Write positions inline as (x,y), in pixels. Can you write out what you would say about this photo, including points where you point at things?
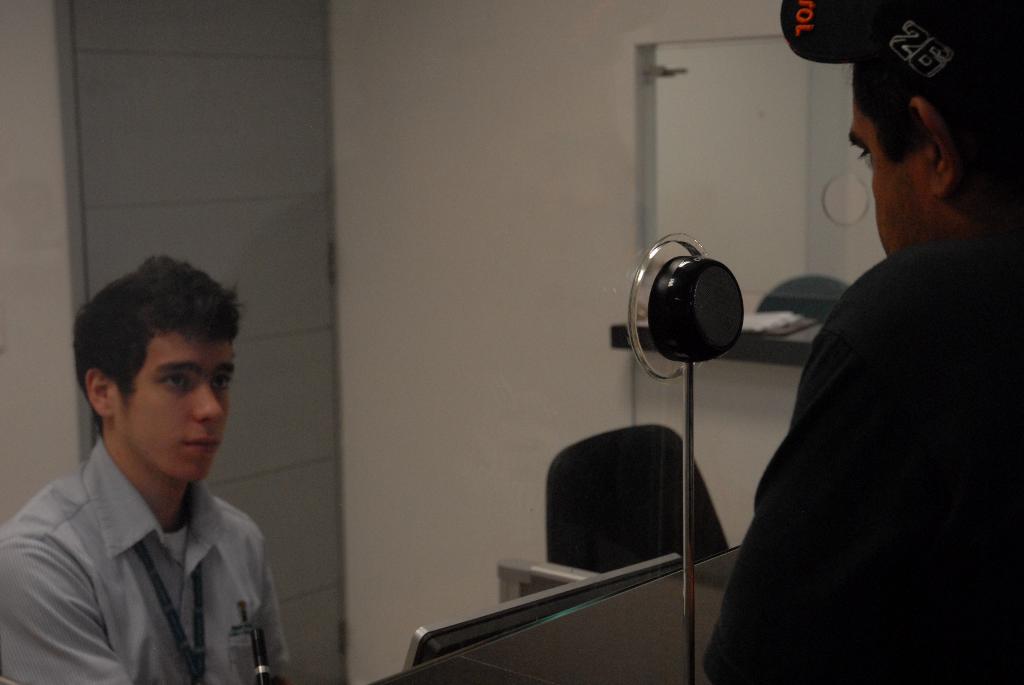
In this image there is a man (920,307) on the right side (901,298). In front of him there is a mic (686,311). On the left side (124,498) there is another man (145,577) who is sitting in the chair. In front of him there is a desktop (488,611). There is a mirror (715,81) to the wall (525,106). In the background (232,132) there is a door (167,132). On the right side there is a chair (602,500).
